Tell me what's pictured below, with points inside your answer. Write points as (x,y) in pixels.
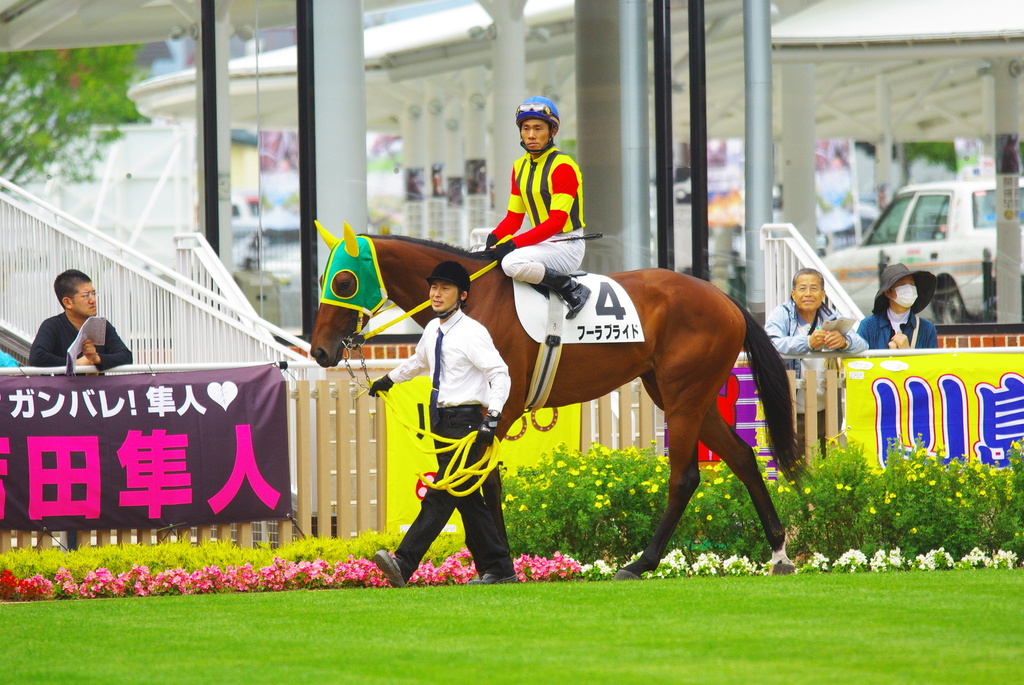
On this fence (336,422) there are banners (953,407). This man (562,216) is sitting on a horse (400,263) and wore helmet (536,98). Beside his horse (384,278) a person (437,288) is walking as there is a leg movement. Above this grass (929,579) there are plants (240,588) with flowers (85,582). Far vehicles (911,227) on road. Far there is a tree (58,124). These persons (891,316) are standing beside this fence (86,371).
